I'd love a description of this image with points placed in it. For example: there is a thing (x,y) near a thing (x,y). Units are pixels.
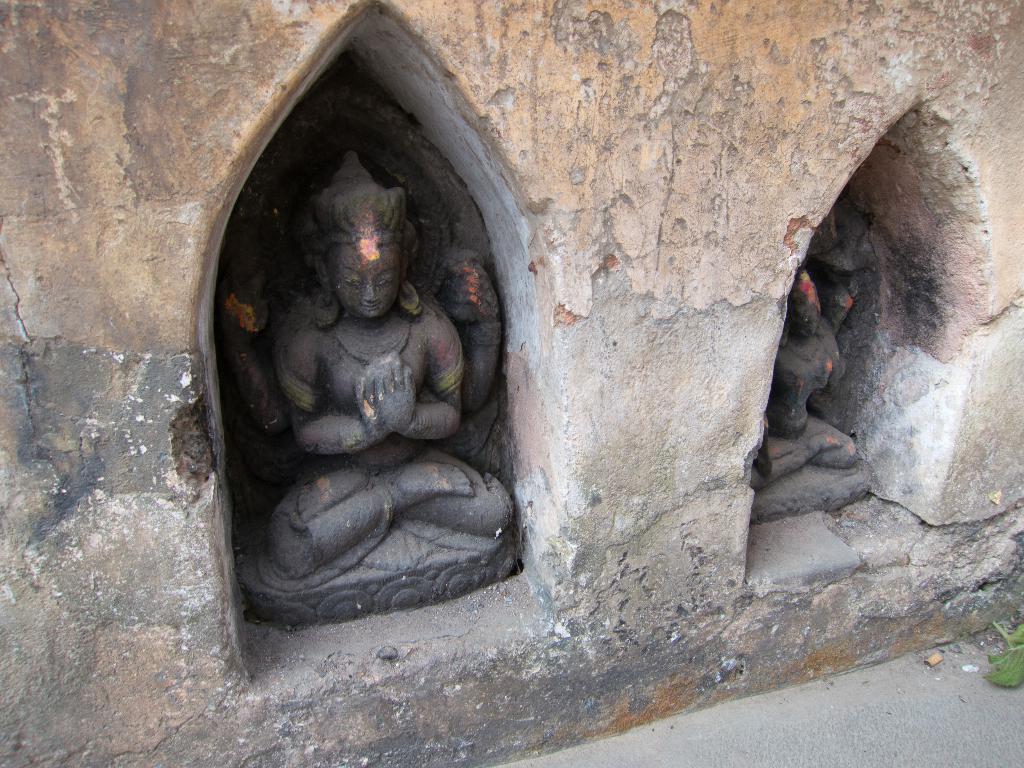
In this image two idols (475,397) are inside the wall (609,454). Right bottom there is a floor (965,712) having a leaf (999,675) on it.
